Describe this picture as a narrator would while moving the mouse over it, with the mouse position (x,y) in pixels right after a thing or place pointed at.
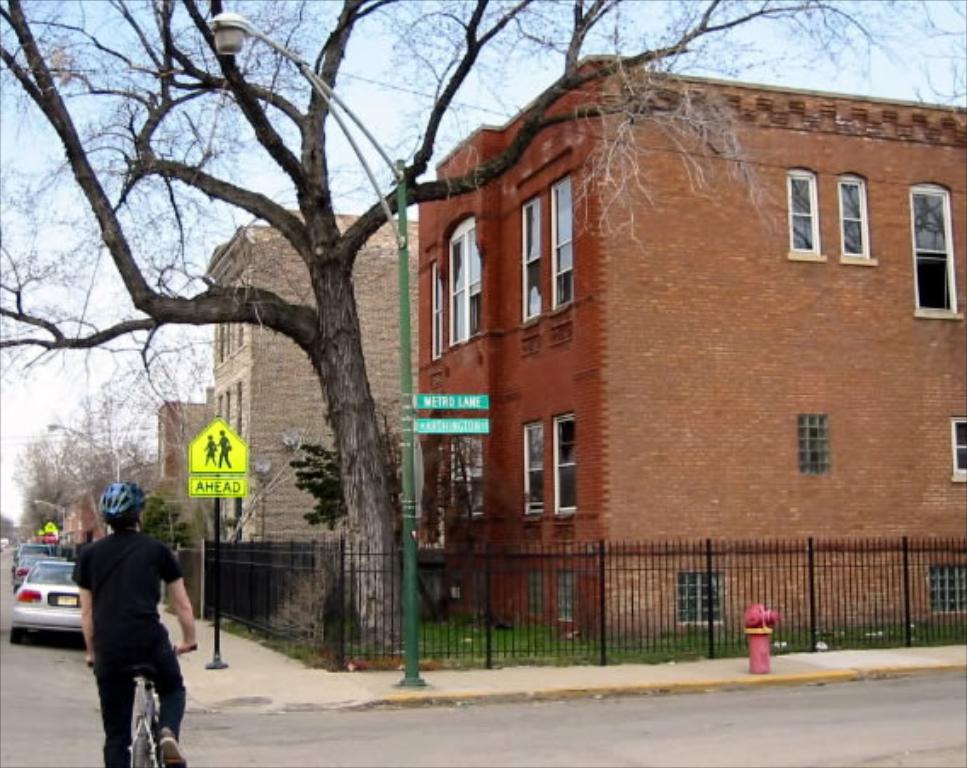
This image is taken outdoors. At the top of the image (659,65) there is the sky (659,65). At the bottom of the image (355,724) there is a road (42,680). On the left side of the image (67,633) many cars (38,599) are parked on the road (16,647). A man (109,685) is riding on the bicycle (153,701). In the middle of the image (636,437) there are few buildings (454,382). There are many trees (348,438) with stems (349,421) and branches (270,154). There are a few boards (209,468) with text (475,425) on them. There is a fence (593,596). There is a hydrant (766,654) on the sidewalk (656,665).
